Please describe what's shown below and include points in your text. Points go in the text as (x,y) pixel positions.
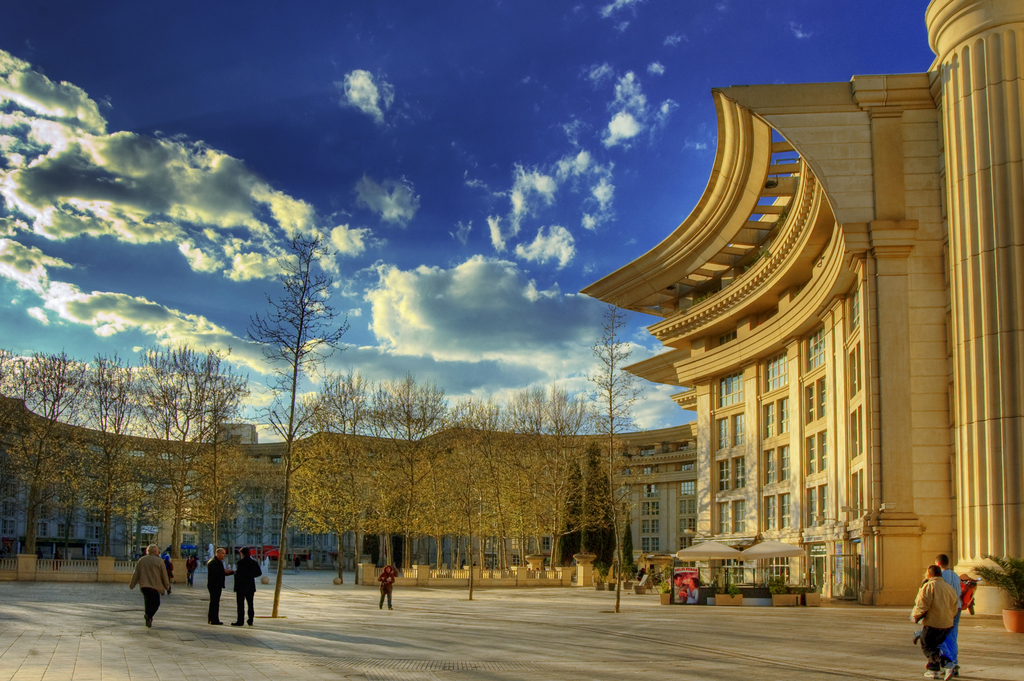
This is an outside view. At the bottom of the image (245,590) I can see few people (209,575) are standing and few people (929,611) are walking on the ground (763,647). On the right side (932,275), I can see a building (895,366) along with the windows (807,469) and a pillar (977,135). In the background (598,459) there are many trees (348,481) and buildings (656,502). At the top (388,84), I can see the sky (247,84) and clouds (72,178).
